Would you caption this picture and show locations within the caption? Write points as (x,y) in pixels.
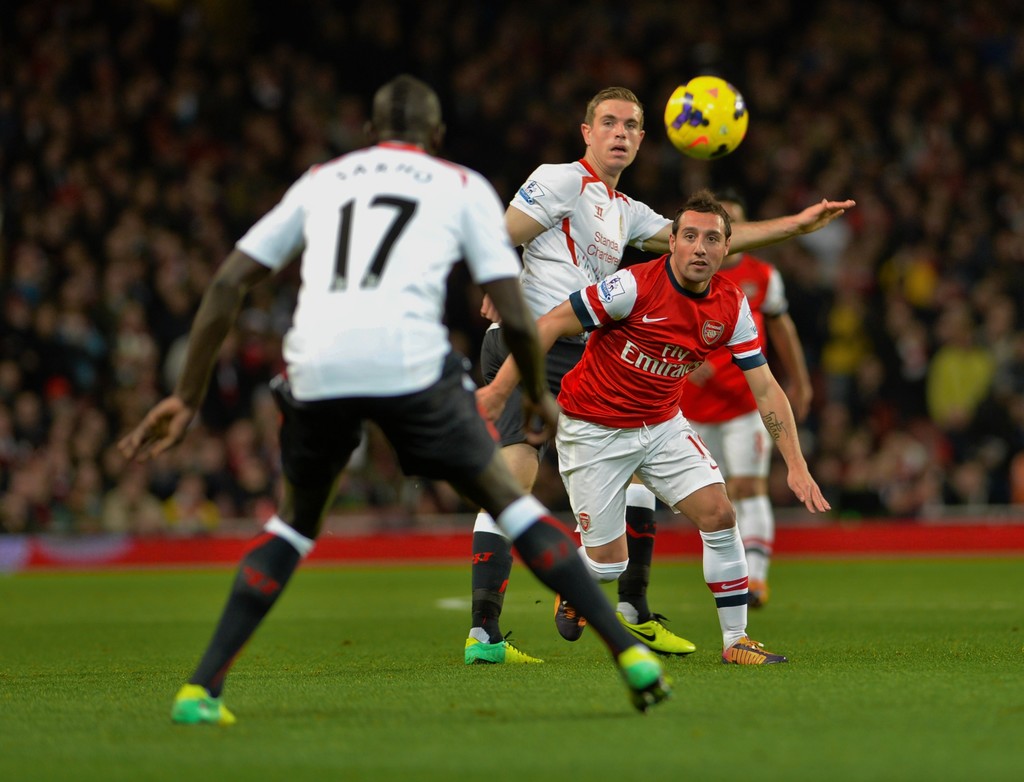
Two men (663,376) in red T-shirts (588,374) and two men (564,295) in white T-shirts (501,264) are playing football. In front of them, we see a ball (677,115) in yellow color. At the bottom of the picture (481,691), we see grass (665,709). Behind them, we see a board (202,543) in red color. Behind that, we see people (769,209) sitting on the chairs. In the background (856,452), it is blurred.
